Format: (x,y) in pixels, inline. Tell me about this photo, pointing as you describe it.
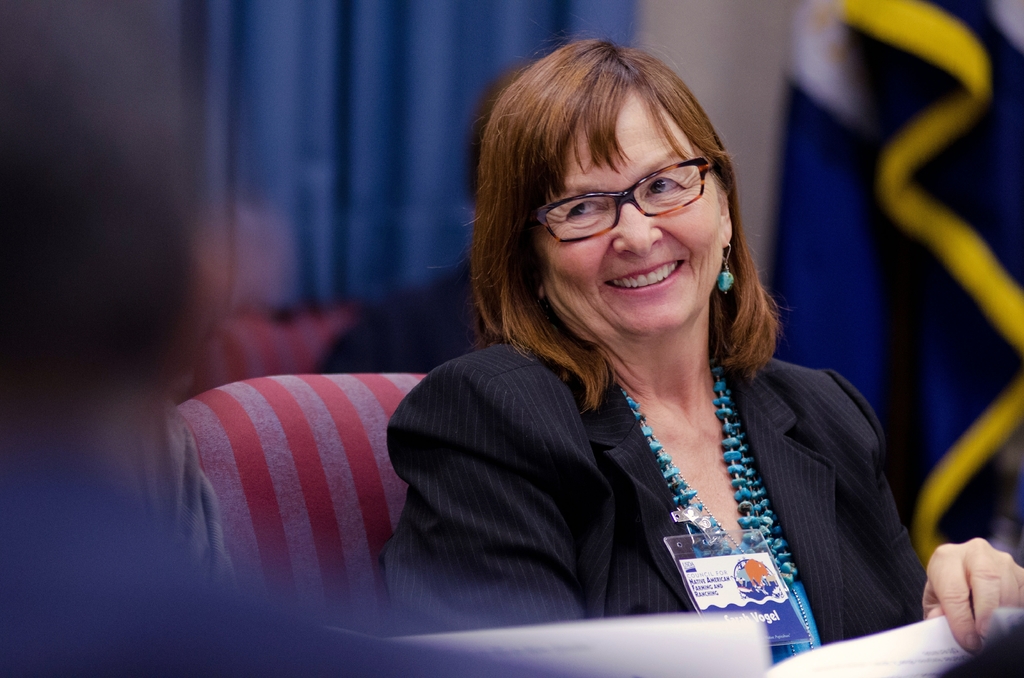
Background (666,30) portion of the picture is blur. We can see a blue cloth (490,55). On the right side of the picture (913,99) it seems like a flag (938,193). In this picture we can see a woman (586,418) sitting on a chair (341,397), wearing blue color jewellery (757,498), spectacles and she is smiling. At the bottom portion of the picture (879,638) we can see the papers (656,645).
